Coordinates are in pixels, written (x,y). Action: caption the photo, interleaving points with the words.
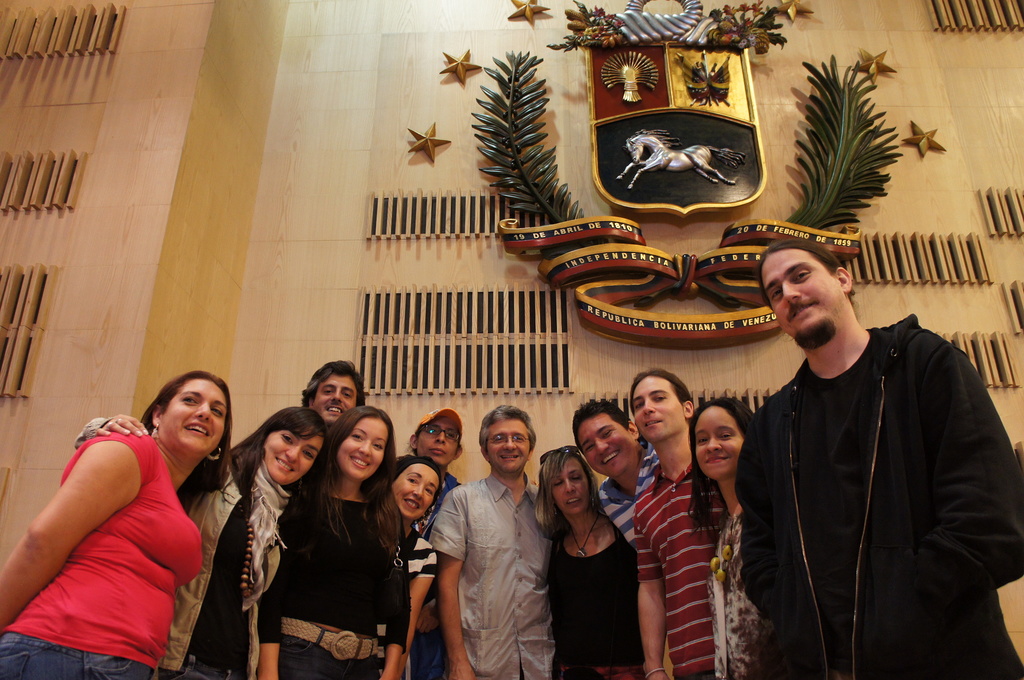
In the image there are many men (505,626) and women (311,526) standing in front of the wall (214,105) with a symbol (656,86), plants (831,84) and stars statue (524,3) on it, all the persons (301,420) are smiling.
